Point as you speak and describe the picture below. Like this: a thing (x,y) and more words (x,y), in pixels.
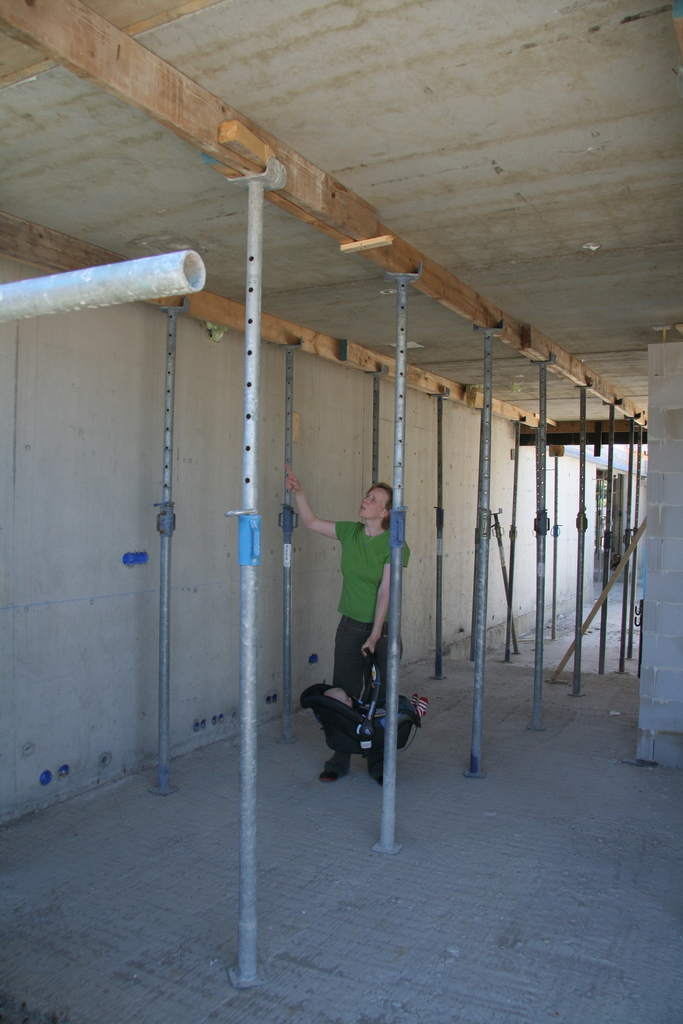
In this image I can see a person (325,768) is standing and wearing a green color t-shirt (368,611). Here I can see poles (391,664), a wall (263,648), ceiling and other objects (557,669) on the ground (489,737).
